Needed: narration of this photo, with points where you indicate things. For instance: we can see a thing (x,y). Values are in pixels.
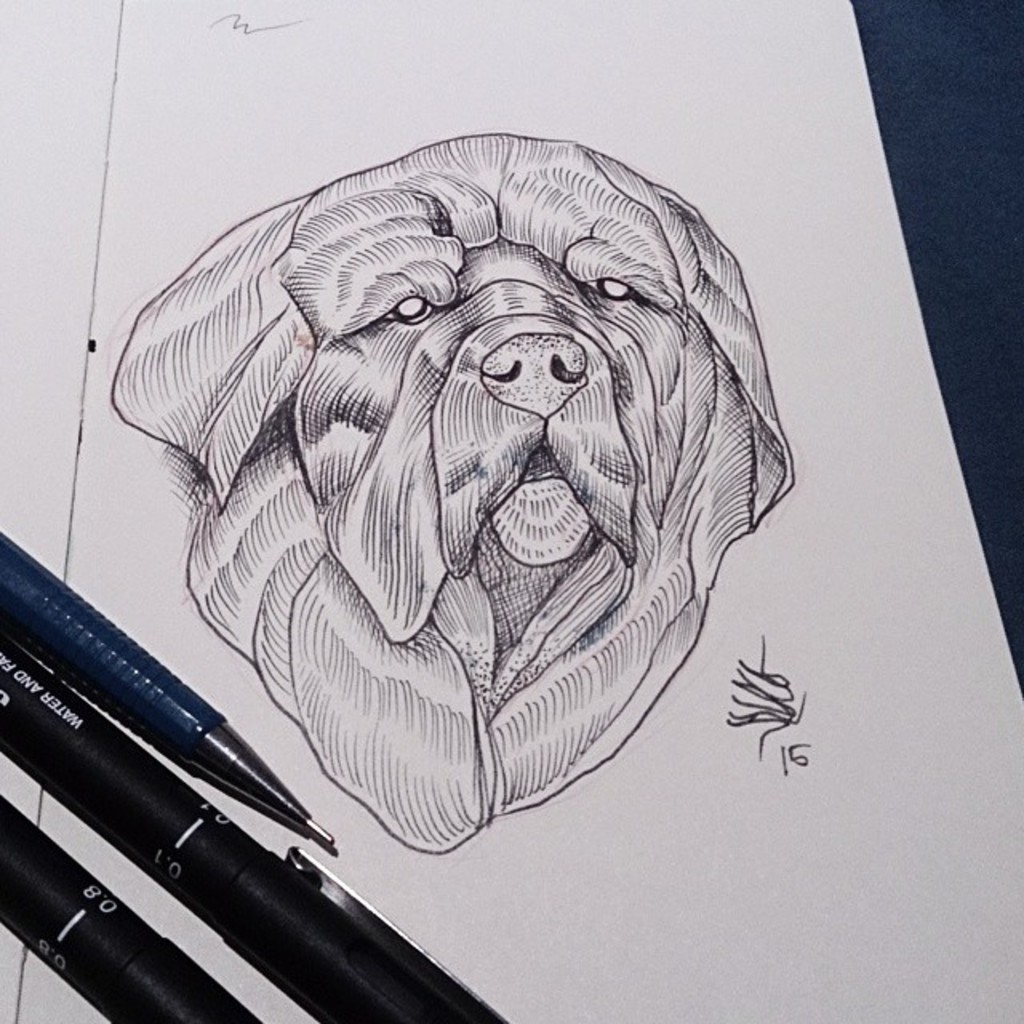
In this image we can see a drawing (442,367) of a dog (594,487) on the paper (561,486). There are pens (176,836).
